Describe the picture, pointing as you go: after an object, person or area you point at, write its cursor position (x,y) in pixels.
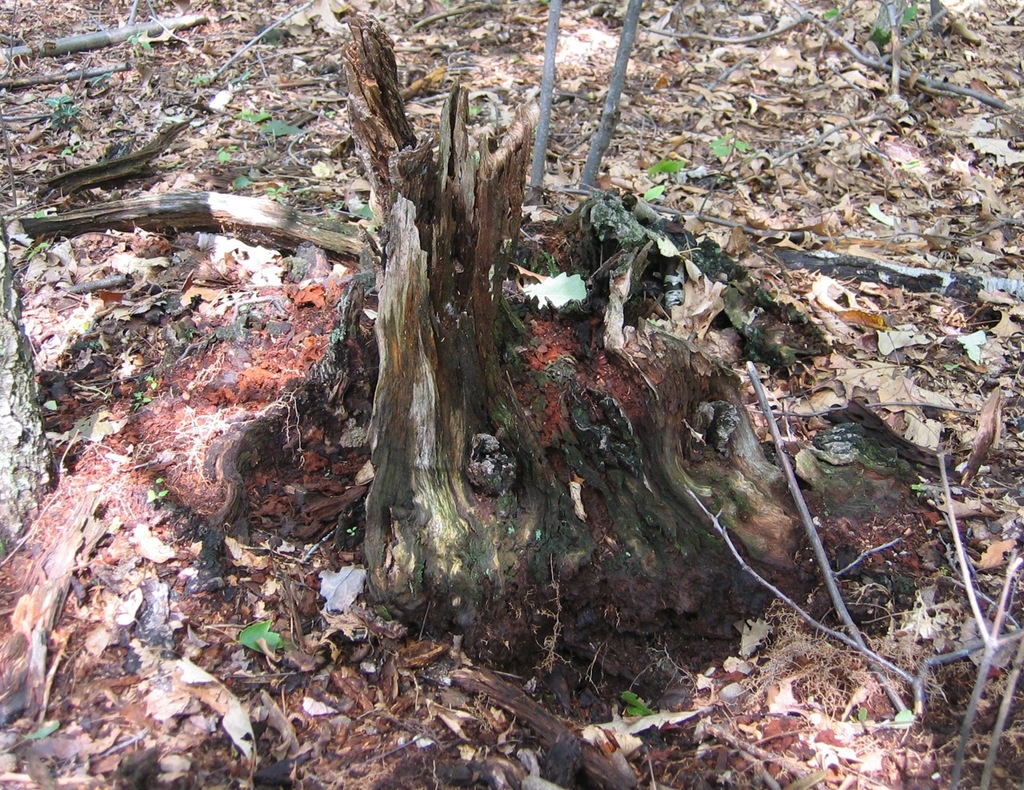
In this picture I can see leaves (13,3) on the ground (13,3) and I can see few sticks (347,247) and few small plants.
